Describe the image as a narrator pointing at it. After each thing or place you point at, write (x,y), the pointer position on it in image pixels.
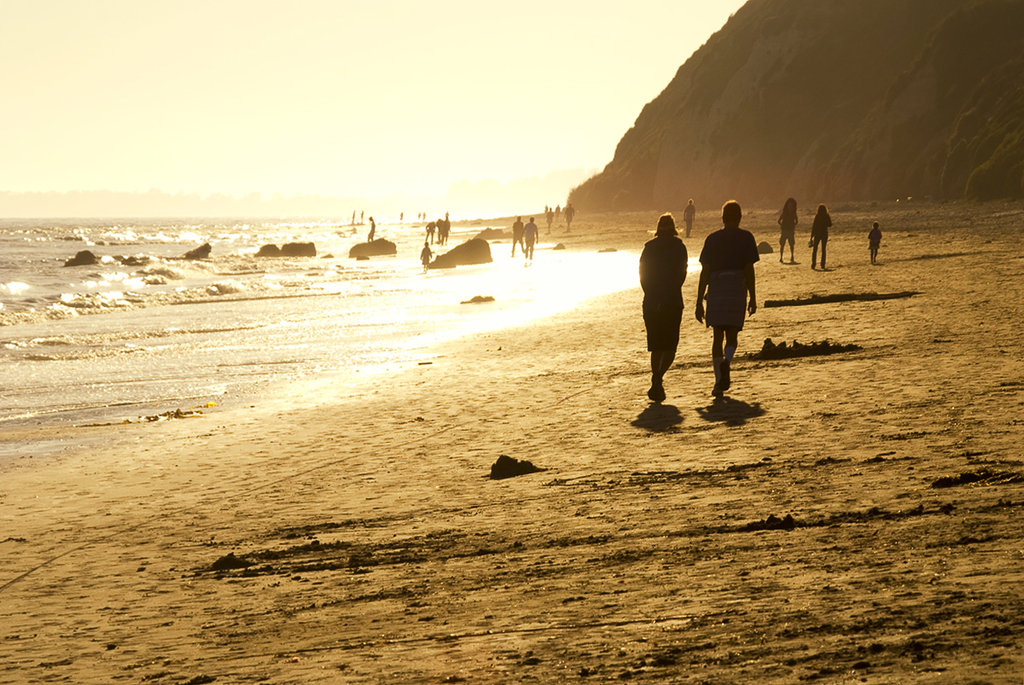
In this image there is the sky (310,81) towards the top of the image (325,94), there is a mountain (834,66) towards the right of the image (880,49), there is water (120,295) towards the left of the image (114,331), there are a group of persons (647,249) walking, there is sand (833,406) towards the right of the image (906,356), there is sand (976,294) towards the bottom of the image (668,602).
